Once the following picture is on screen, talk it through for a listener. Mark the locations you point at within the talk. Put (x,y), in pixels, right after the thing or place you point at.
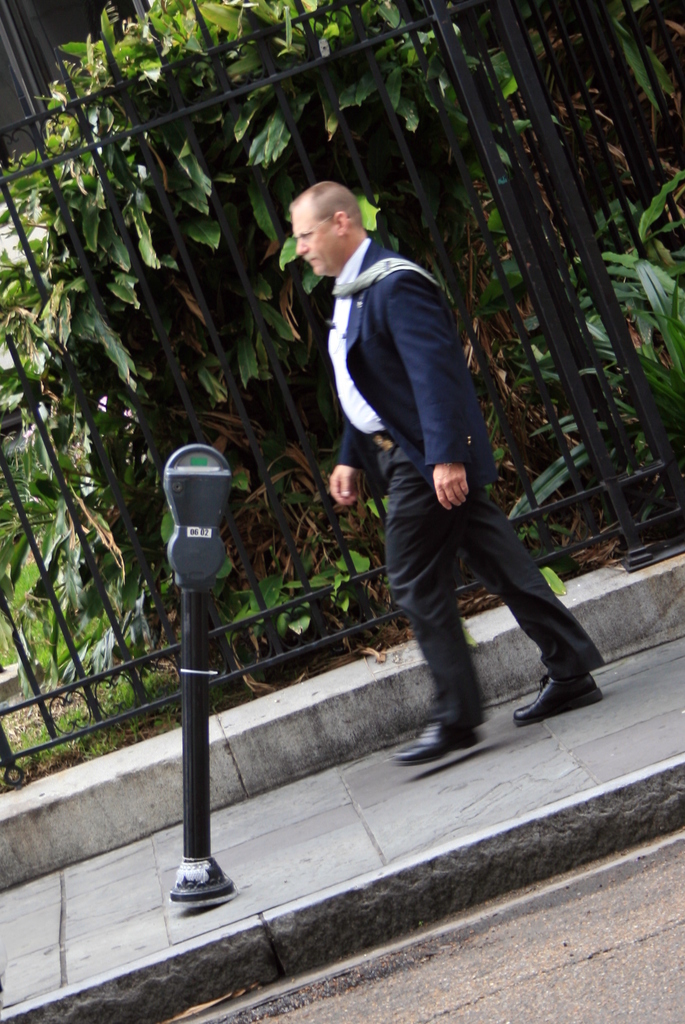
In this picture there is a man (338,263) who is wearing blazer (371,326), tie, shirt (349,383), trouser (409,555) and shoe (460,739). He is walking on the street (501,778). In front of him we can see a machine (173,553) which is on the pole (175,895). Besides him we can see plant (633,275) and fencing (538,218). On the bottom right (635,1007) there is a road (628,1013). On the left (130,730) there are grass (57,759).
